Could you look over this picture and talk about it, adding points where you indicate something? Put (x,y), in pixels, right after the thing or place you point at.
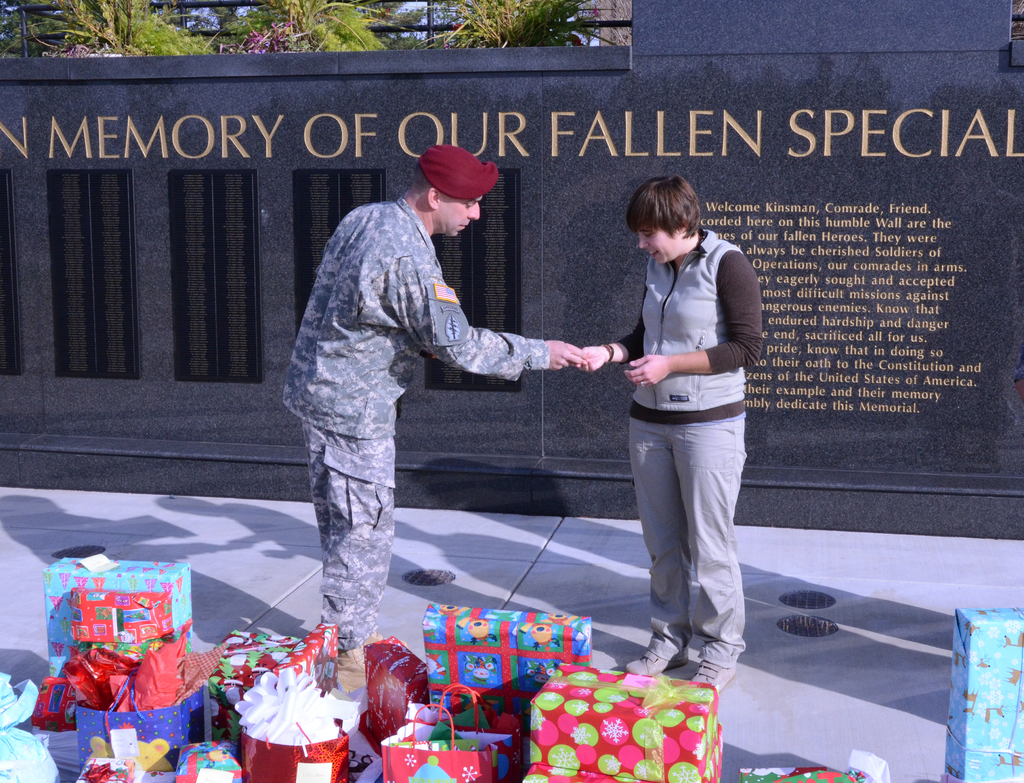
In this picture there is a man (460,210) who is wearing army uniform (400,310). Besides him there is a woman (682,389) who is wearing jacket (705,403), trouser (679,601) and shoes (659,667). At the bottom (503,655) I can see the boxes (621,762), bags (423,737) and other objects (60,723). In the back (819,241) I can see the panels (6,284) on the wall (692,175). At the top (287,10) I can see many plants (514,20) and sky (419,33).
